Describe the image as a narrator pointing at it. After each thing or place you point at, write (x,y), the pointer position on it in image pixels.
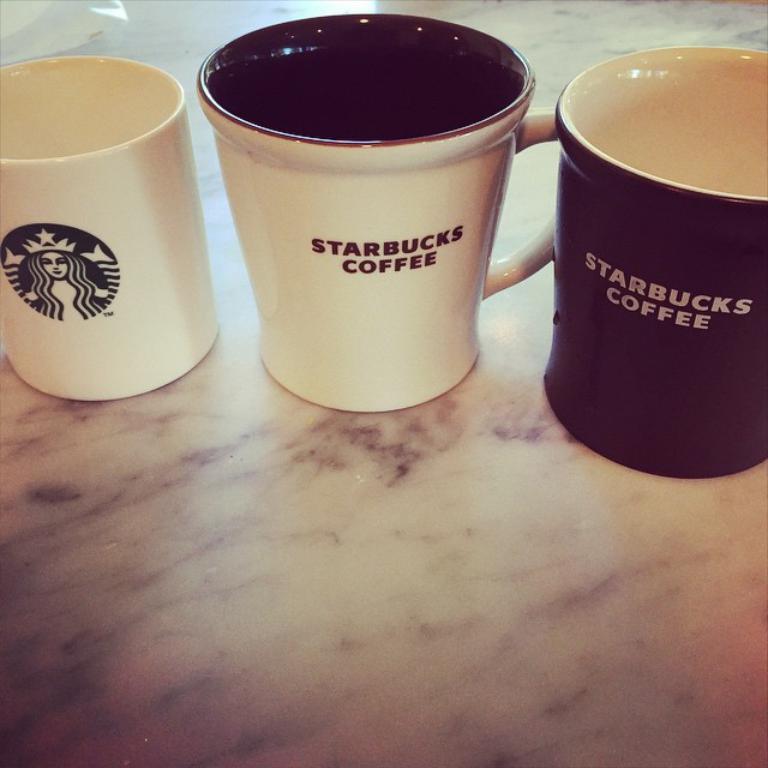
In this picture there are three coffee cups (47,189), on a white object (46,547). On the cups (300,230) there is text (740,308) and logo (65,269).
